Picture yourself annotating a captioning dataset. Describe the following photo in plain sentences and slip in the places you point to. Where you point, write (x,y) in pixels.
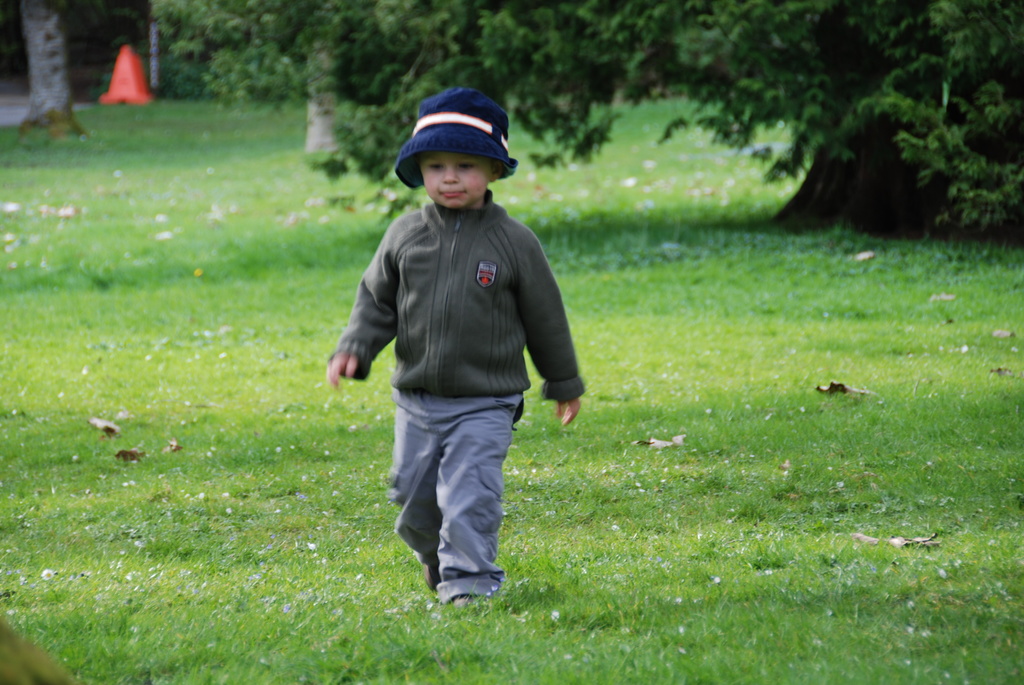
In this picture, we can see a child (422,368) on the ground (619,547), we can see the ground (239,267) with grass (294,340), trees (351,87), and we can see some dry leaves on the ground (146,105), we can see orange color object (115,70) on the top left side of the picture (143,78).
